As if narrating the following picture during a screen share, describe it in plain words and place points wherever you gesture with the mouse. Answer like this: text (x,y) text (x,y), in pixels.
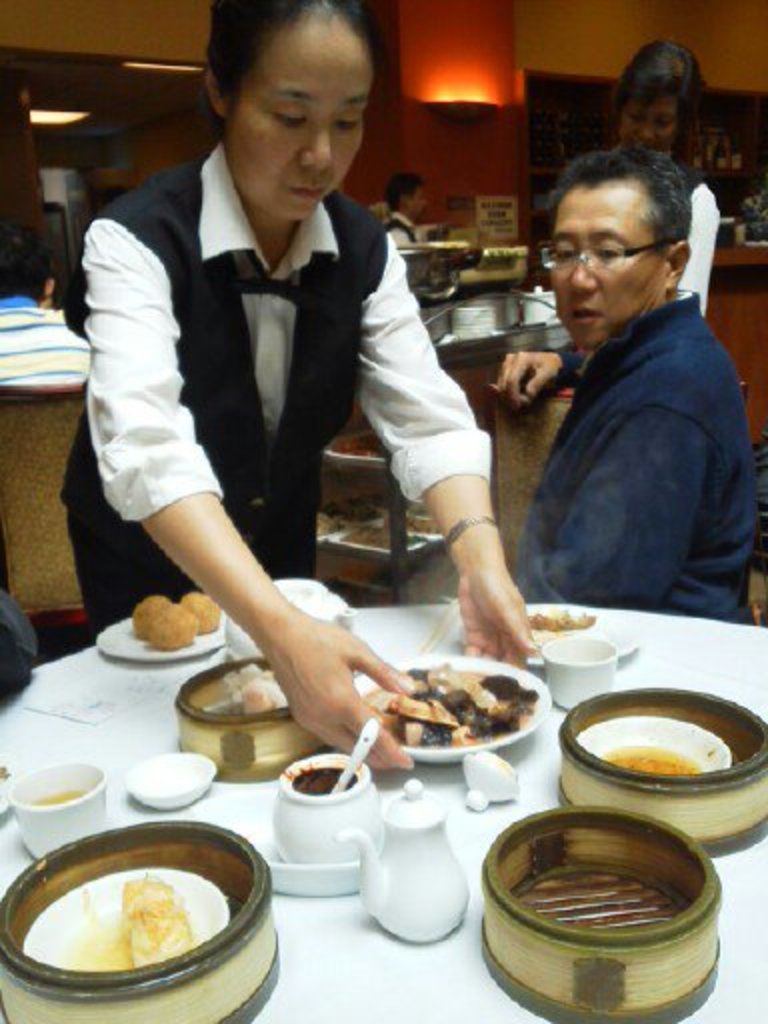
Bottom of the image (746,881) there is a table (8,830), on the table (555,756) there are some plates (605,746), cups (69,787), saucer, bowls (617,931) and food (560,635). Behind the table (3,747) a woman (352,329) is standing and holding a plate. Top right side of the image (640,161) a man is sitting and watching. Behind him a woman (623,91) is standing and there are some plates (458,317) and bowls (446,282). Top of the image (494,235) there is wall (392,93). Top left side of the image (17,270) a person (34,308) is sitting on a chair (9,479).
